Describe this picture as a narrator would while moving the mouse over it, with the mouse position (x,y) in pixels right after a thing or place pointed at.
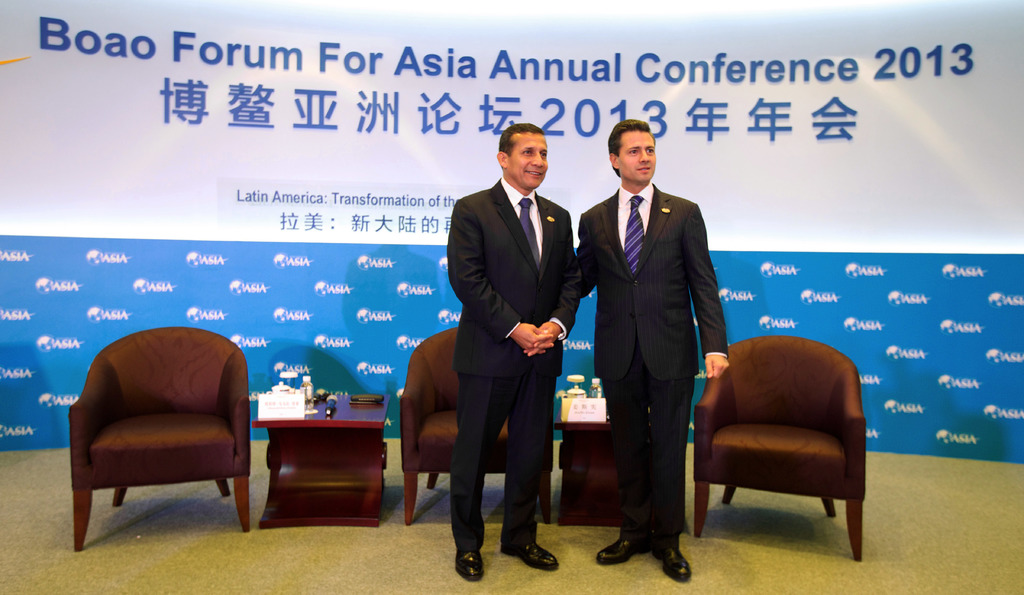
It is a conference, there are two people (485,272) standing behind them there are three chairs (797,400) and two tables (591,445) in the background (883,59), there is a big poster (784,81) with the name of the company.
